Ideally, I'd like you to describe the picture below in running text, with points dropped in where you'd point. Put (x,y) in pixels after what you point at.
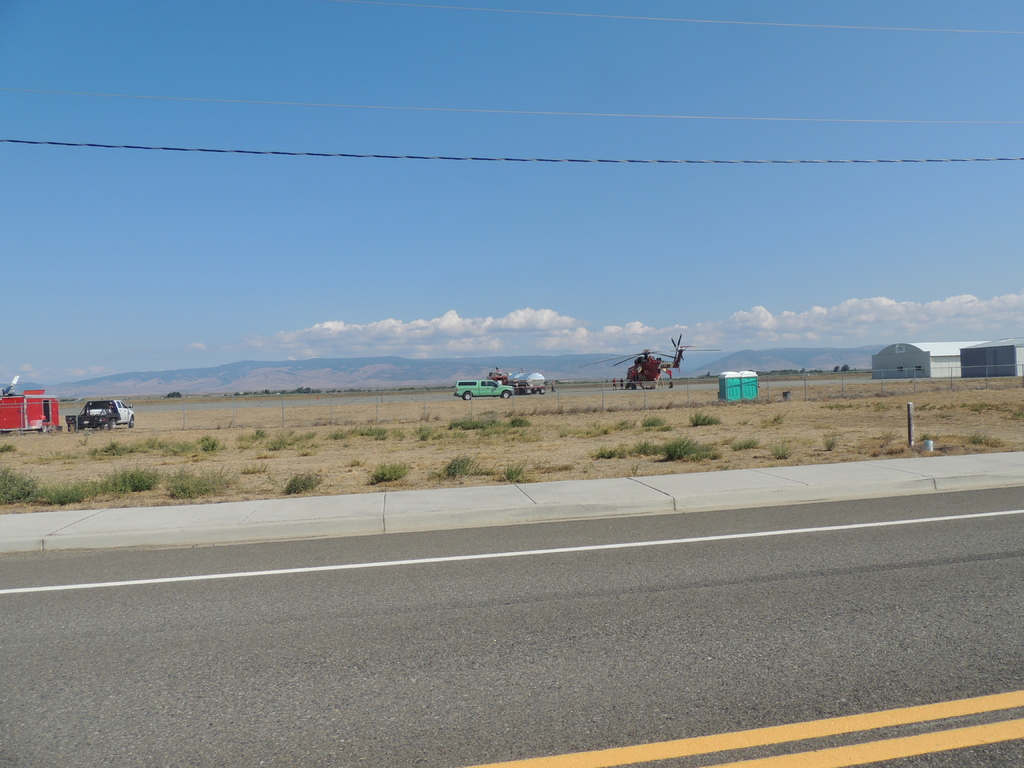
In this image we can see helicopter (645,354) and vehicles (493,386) on the runway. On the right side of the image (875,355) there are buildings (912,359). At the bottom (477,691) there is a road (603,678). In the background (79,243) there are hills (408,359), clouds (514,336) and sky (519,248).
